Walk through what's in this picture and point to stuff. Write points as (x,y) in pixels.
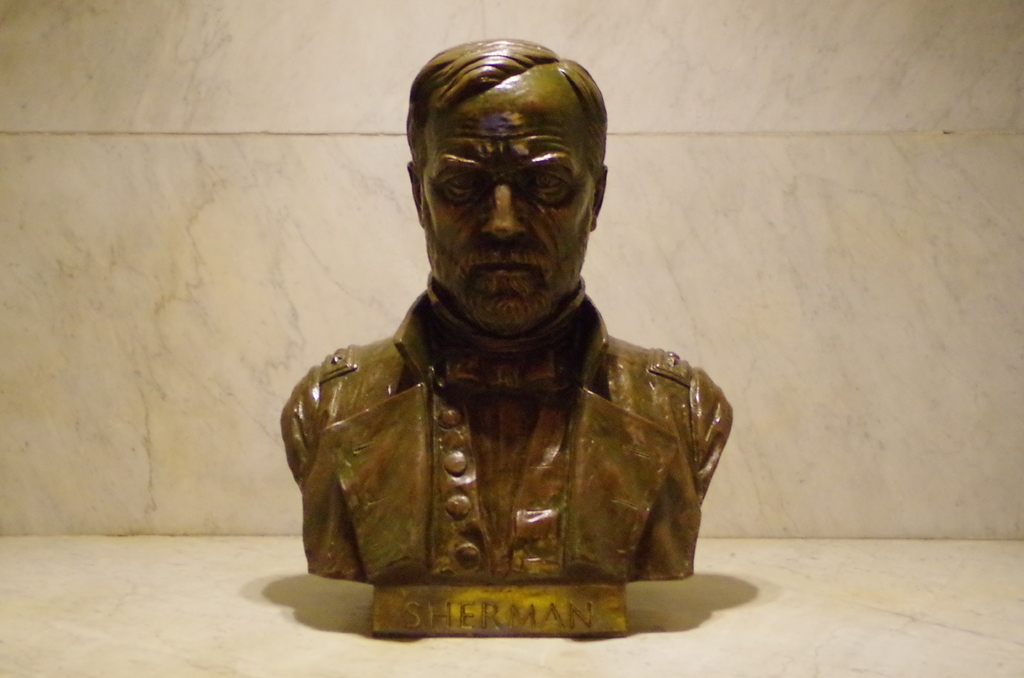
In the middle of this image (519,377), there is a statue (488,242) of a person (566,375) on the floor (313,620). In the background (862,145), there is a white wall (124,80).
